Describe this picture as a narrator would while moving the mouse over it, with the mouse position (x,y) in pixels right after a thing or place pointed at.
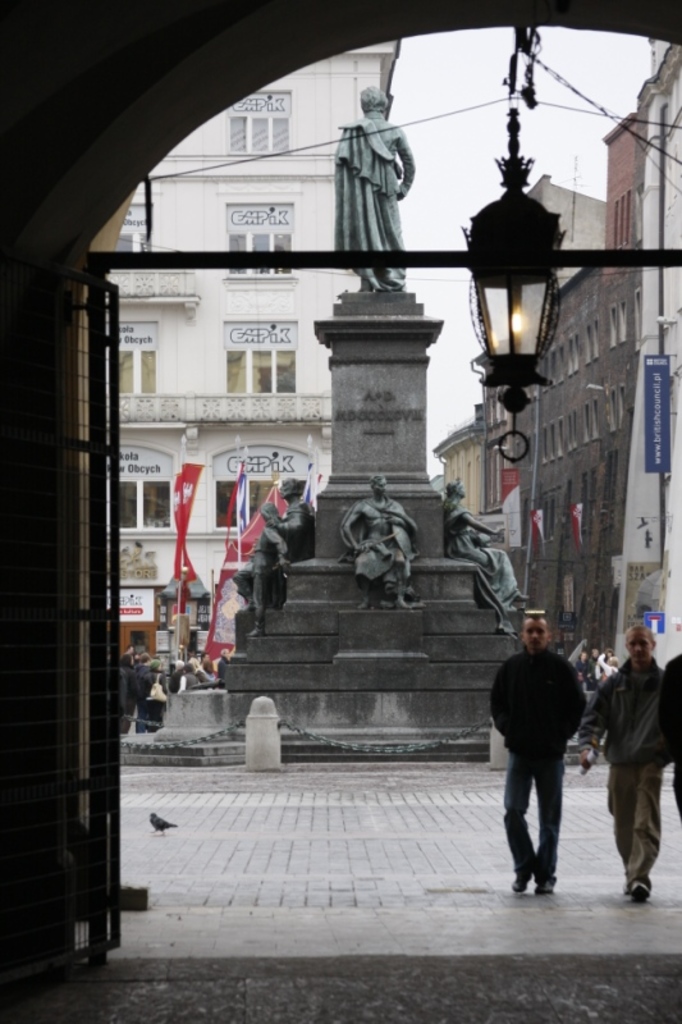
This image consists of a statue (407,544) in the middle (269,656). There are buildings (326,292) in this image. There are some persons (646,646) walking on the right side (546,853).
